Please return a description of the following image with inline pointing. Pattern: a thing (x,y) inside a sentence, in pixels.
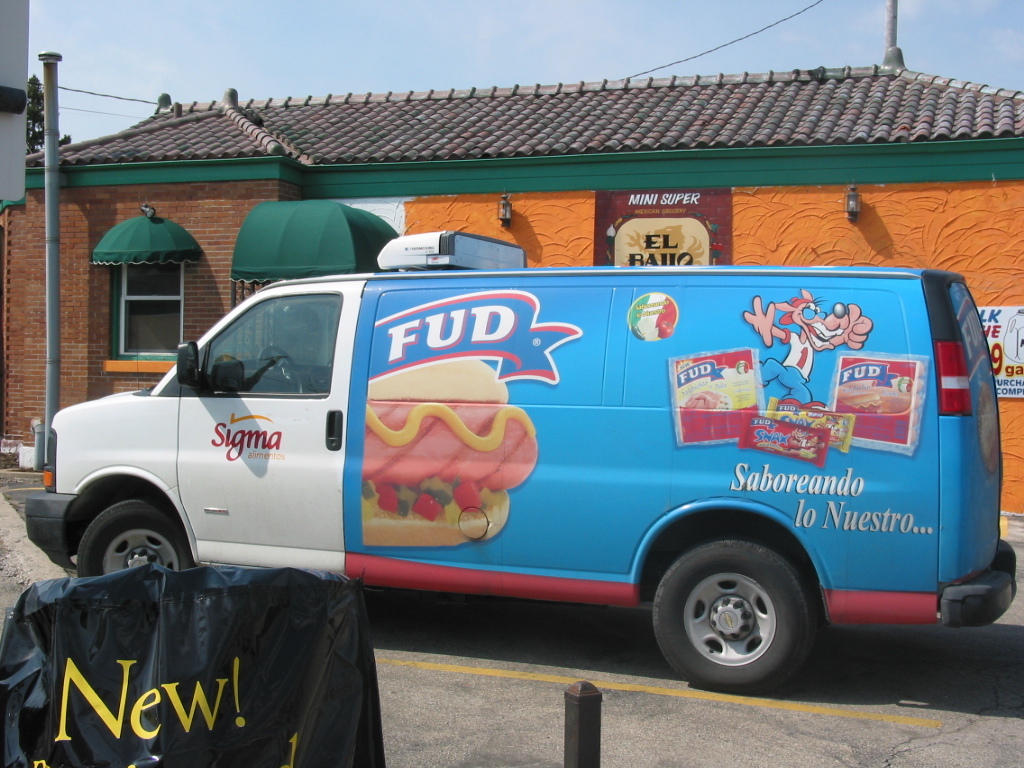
In this image I see a van (540,324) over here and I see something is written and I see a cartoon character (812,352) over here and I see the road (469,673). In the background (1013,351) I see a building (959,202) over here on which there are boards (651,223), on which something is written too and I see a pole (59,238) over here and I see the wire (743,38) and I see the sky (439,33) and I see the leaves (41,119) over here. Over here I see the black color thing (119,632) on which there is a word (78,667) written.
